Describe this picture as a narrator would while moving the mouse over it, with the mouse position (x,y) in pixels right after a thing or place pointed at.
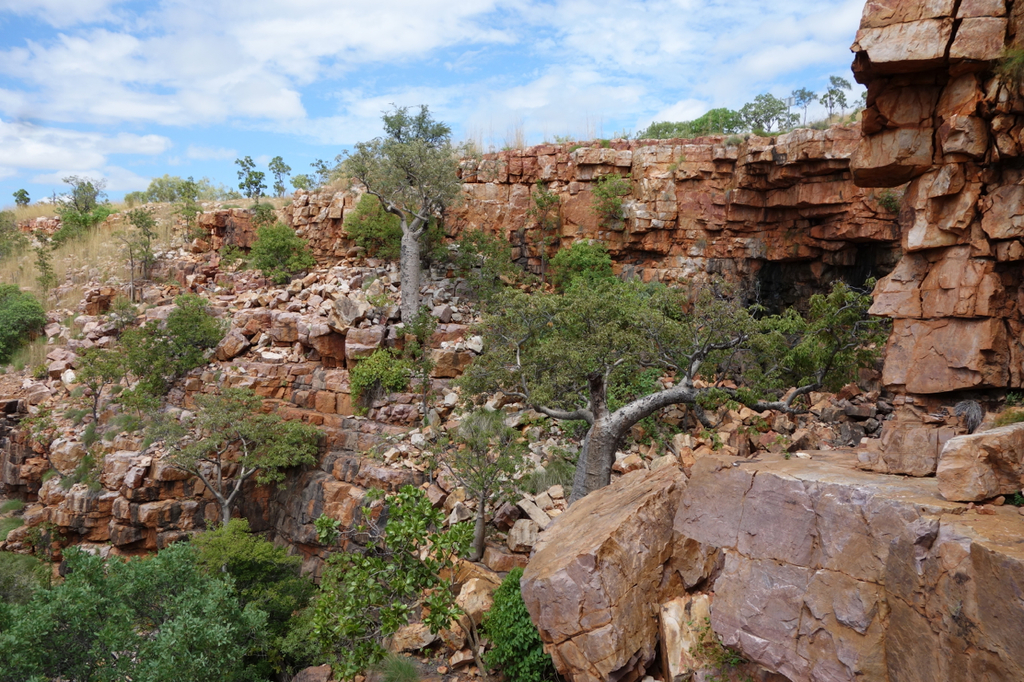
In this image, on the right side (772,250) we can see many rocks (819,233) and in the middle (592,249) we can see some trees (407,285) and on the left side (212,410) we can some plants (212,425) and in the background (279,130) we can see the sky (285,49) and clouds (245,57).
